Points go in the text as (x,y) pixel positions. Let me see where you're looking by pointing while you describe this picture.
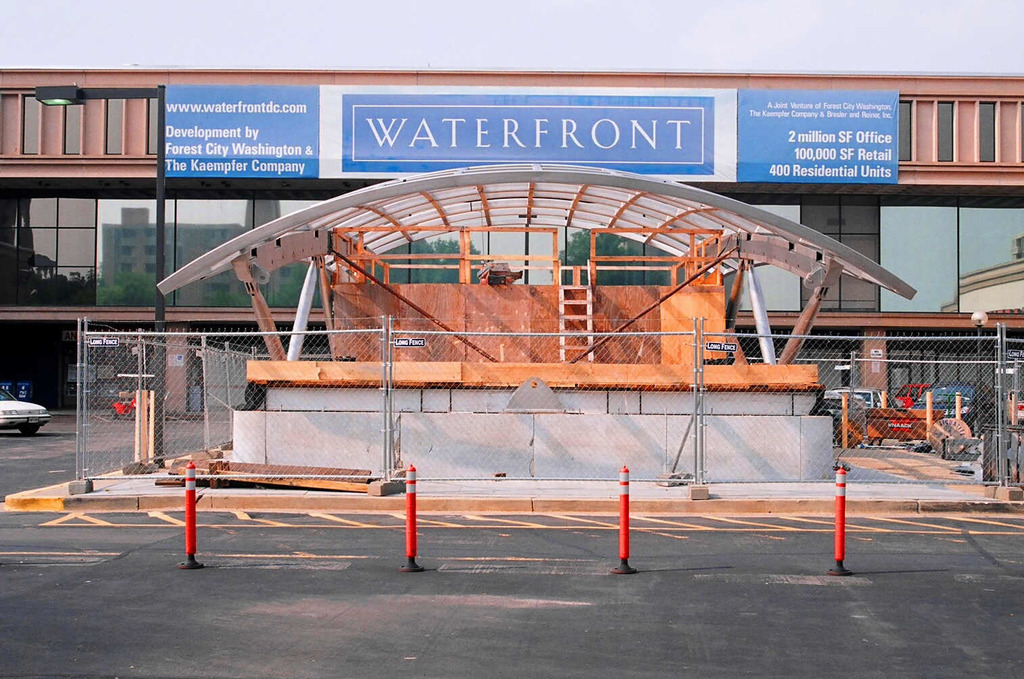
In this image we can see the building (975,193), text board (321,101), light (74,99), safety rods (193,524), fence (955,447) and also the vehicles (970,396). We can also see the roof (429,220) for shelter. We can see the light pole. At the top (152,54) we can see the sky (658,10) and at the bottom (463,558) we can see the road (541,593).
